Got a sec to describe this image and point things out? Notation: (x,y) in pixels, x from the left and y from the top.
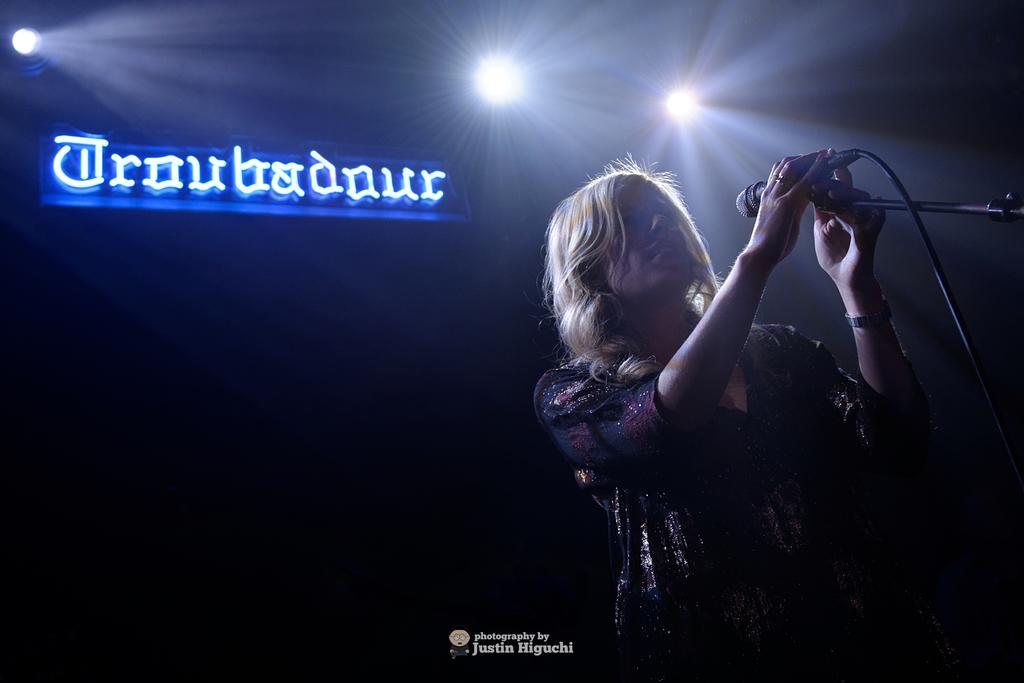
In this image we can see a woman (709,576) standing. On the right side of the image (932,255) we can see a microphone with cable (939,270) placed on a stand (845,200). In the background (378,213), we can see a board (393,196) with some text (267,190) and some lights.
